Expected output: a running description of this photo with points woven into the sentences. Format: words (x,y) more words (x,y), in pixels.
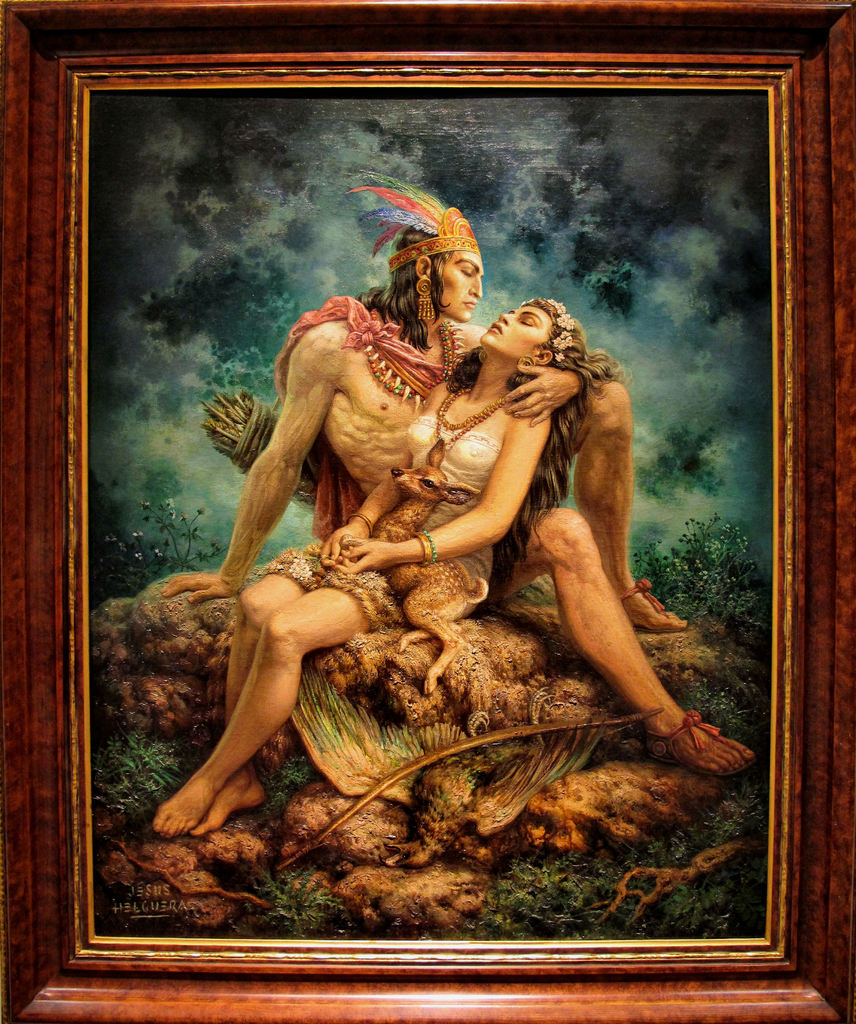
In this picture we can see a photo (262,483) with frame (27,111) and in the photo (431,407) there are two persons (458,466) and a deer (432,625). On the photo (263,718), it is written something.
